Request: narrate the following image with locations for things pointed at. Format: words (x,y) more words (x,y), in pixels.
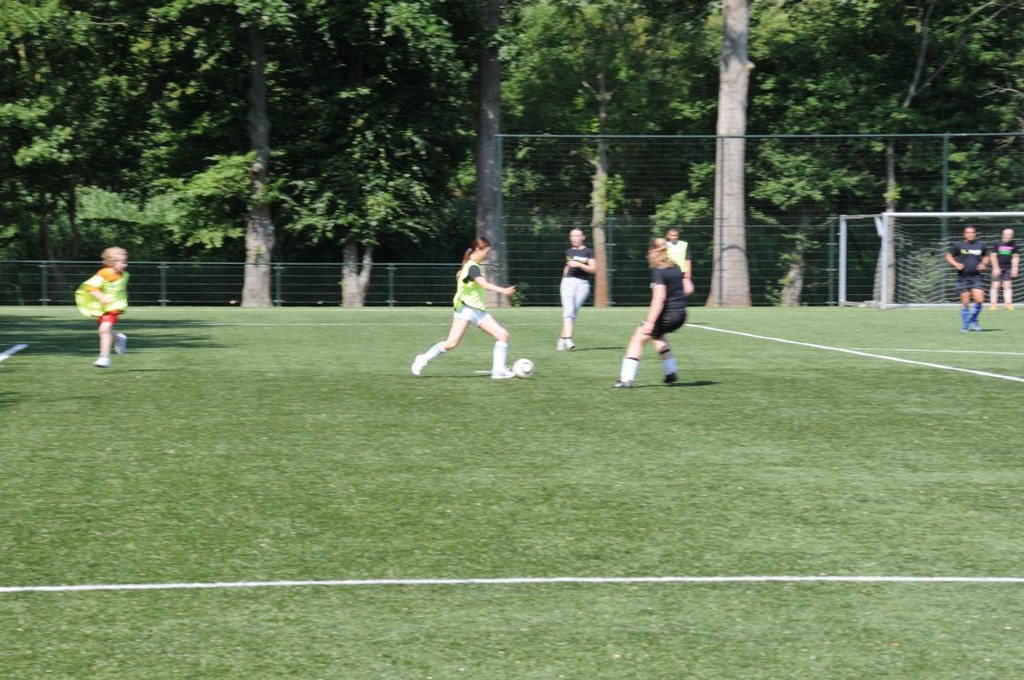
This image is taken in a playground (367,373) where the persons (109,280) are playing in the center (661,290). On the right side (979,255) in the background (1016,263) there is a man (1011,264) standing and there is a net (921,254) behind the net (554,163) there are trees (488,147). On the ground (517,535) there is grass (518,556) in the front (405,537).
